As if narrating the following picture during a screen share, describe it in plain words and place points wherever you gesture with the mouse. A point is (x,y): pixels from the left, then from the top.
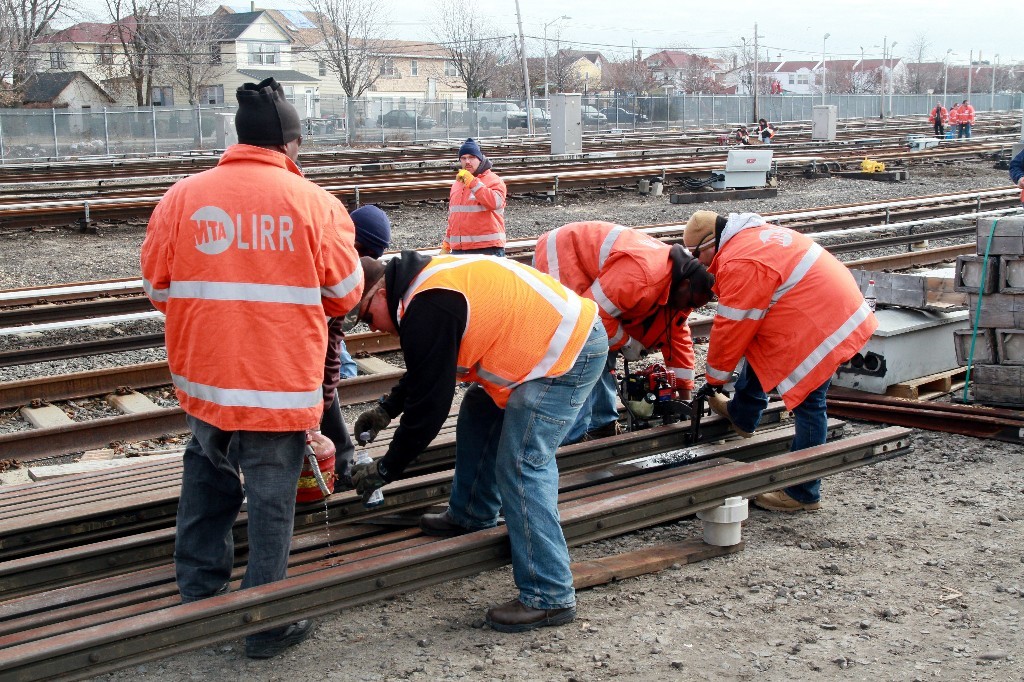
This picture is clicked outside. In the center (365,412) we can see the group of persons (673,272) standing, holding some objects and seems to be working and we can see the gravels (85,366), railway tracks (69,400), metal objects (906,350). In the background (590,71) we can see the sky (623,33), houses (309,57), trees (149,31), cables (617,44), poles (971,66), mesh (385,119), metal rods (962,148), group of persons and many other objects (880,176).
